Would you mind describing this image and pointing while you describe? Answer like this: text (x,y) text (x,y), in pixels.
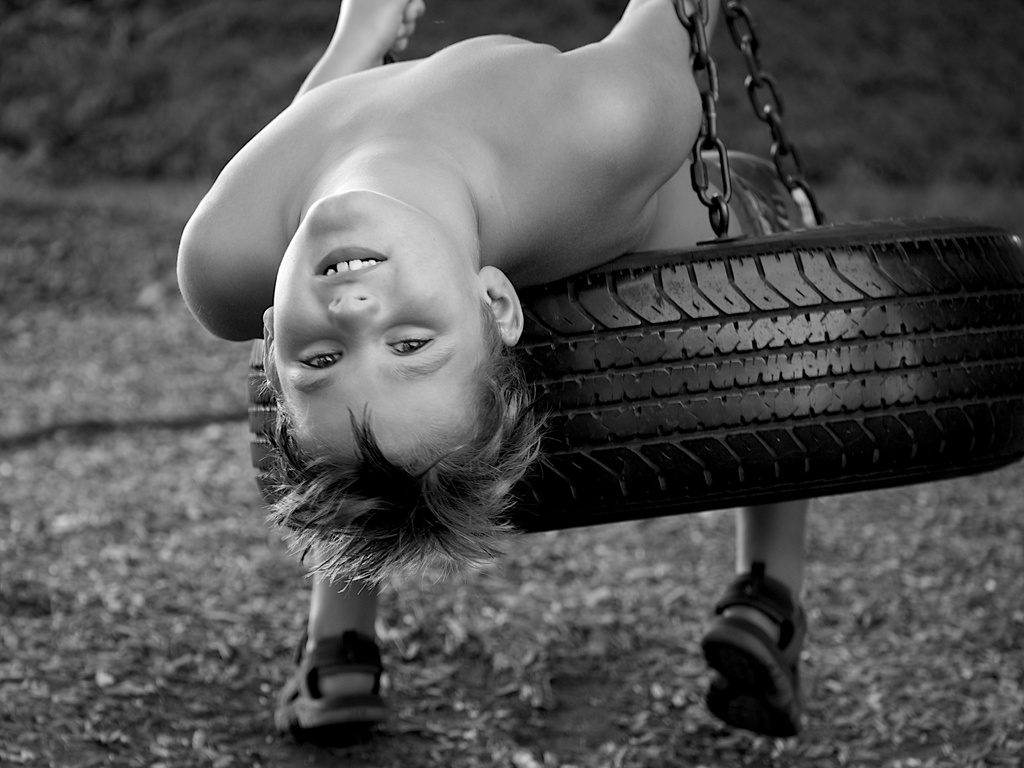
Here in this picture we can see a tire (661,354) hanging in air with the help of chains (713,166) and on that we can see a child (549,239) lying and swinging and we can see grass (277,619) present on the ground (128,480) in blurry manner.
